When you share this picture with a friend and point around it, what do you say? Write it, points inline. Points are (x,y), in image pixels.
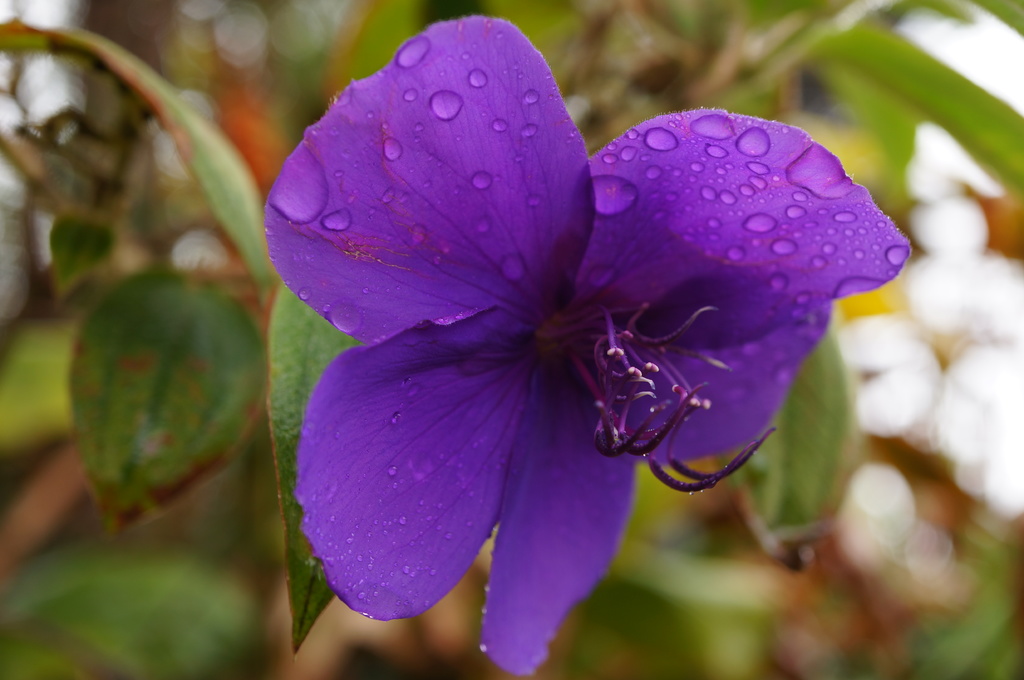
In this image, we can see a plant (269,266) with a flower (586,328). We can also see the blurred background (296,71).
